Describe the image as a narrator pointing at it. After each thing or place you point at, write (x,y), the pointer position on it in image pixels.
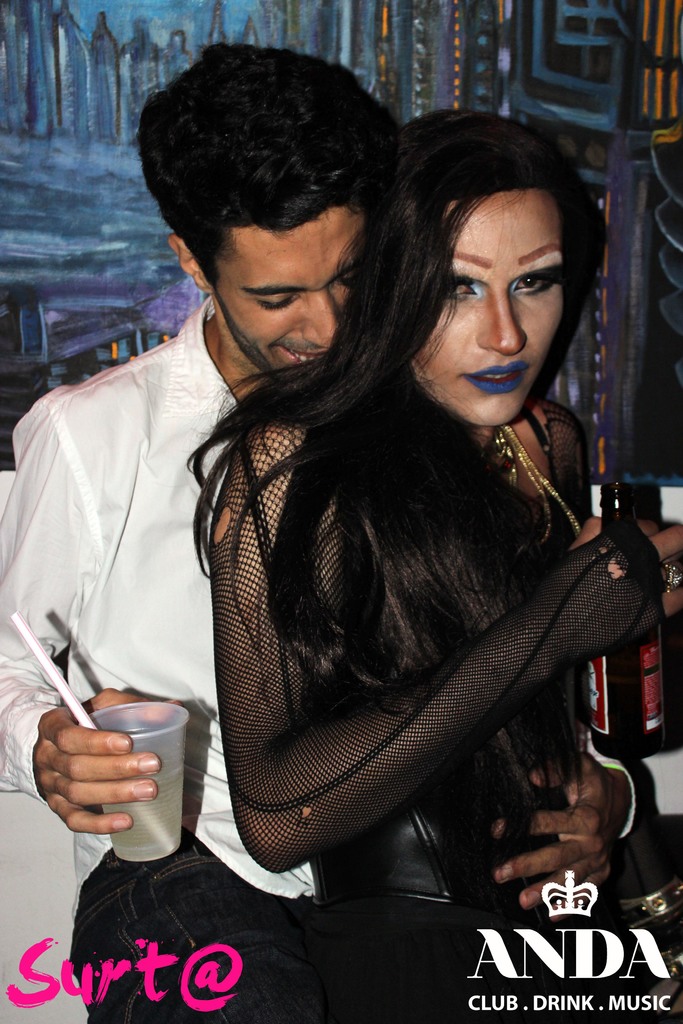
In this picture there is a man (226,375) and a woman (430,568). This man (122,818) is holding a cup (161,803) in his hand (109,756).
